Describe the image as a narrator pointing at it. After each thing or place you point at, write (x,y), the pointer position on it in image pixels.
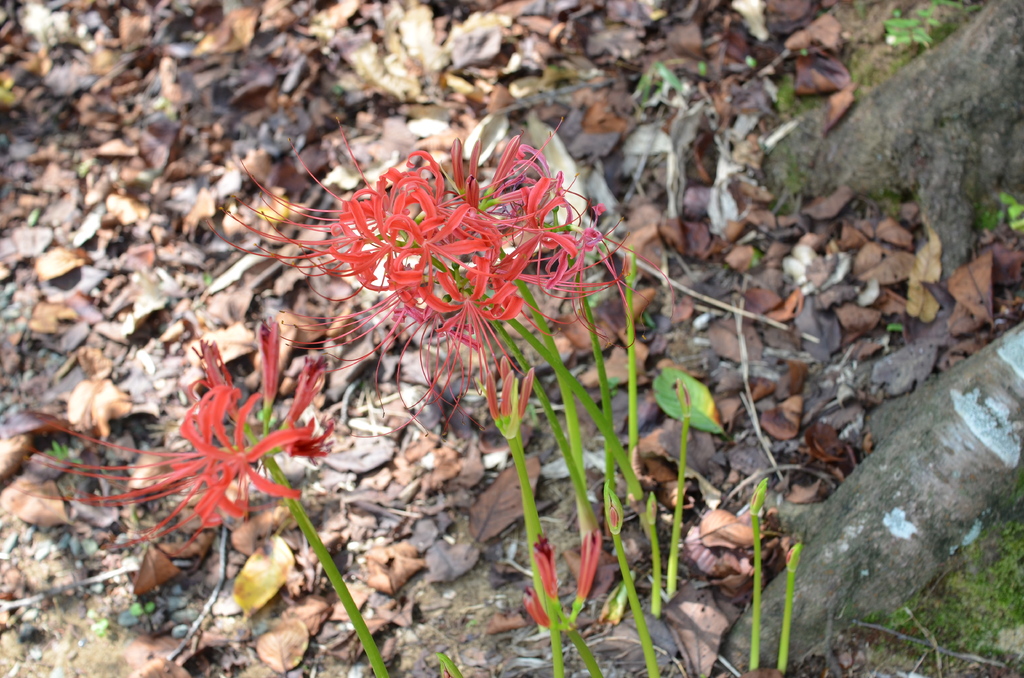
Land (340,458) is covered with dried leaves (369,171). Here we can see plants (647,514) with flowers (261,490).
